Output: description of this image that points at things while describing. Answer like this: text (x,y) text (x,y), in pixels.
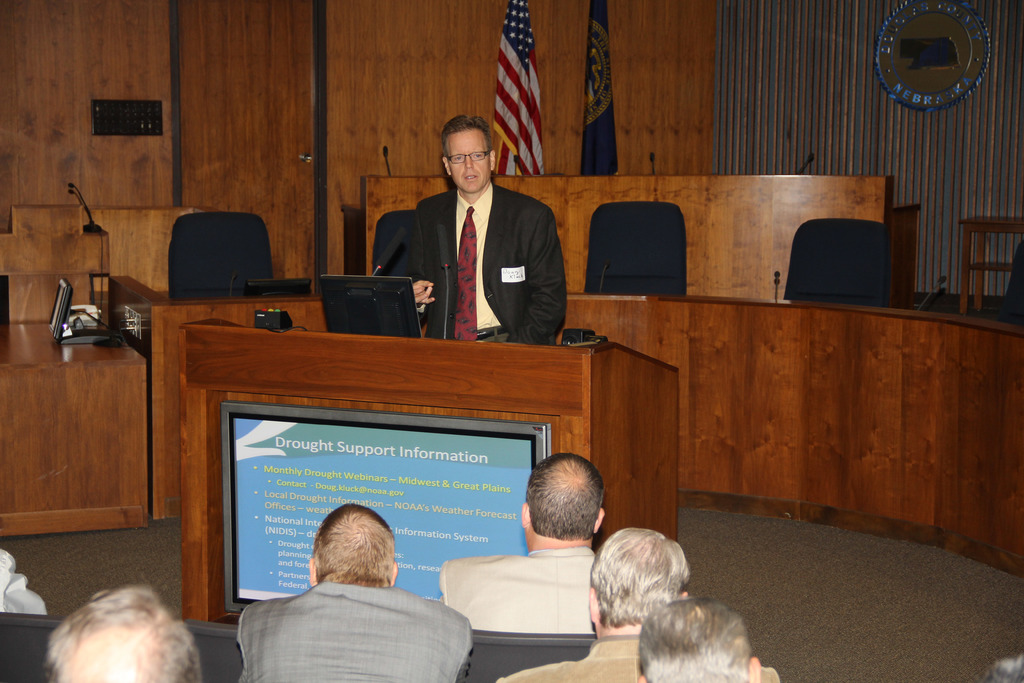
In the foreground of the picture (348,583) there are people (407,610) sitting in chairs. In the middle of the picture (470,335) there is a person (465,235) standing in front of the desk (483,346), on the desk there are some electronic gadgets (378,322). In the background (697,234) there are chairs (668,234), desk (569,234), flags (523,112), wall (455,105) and other objects (63,316).
